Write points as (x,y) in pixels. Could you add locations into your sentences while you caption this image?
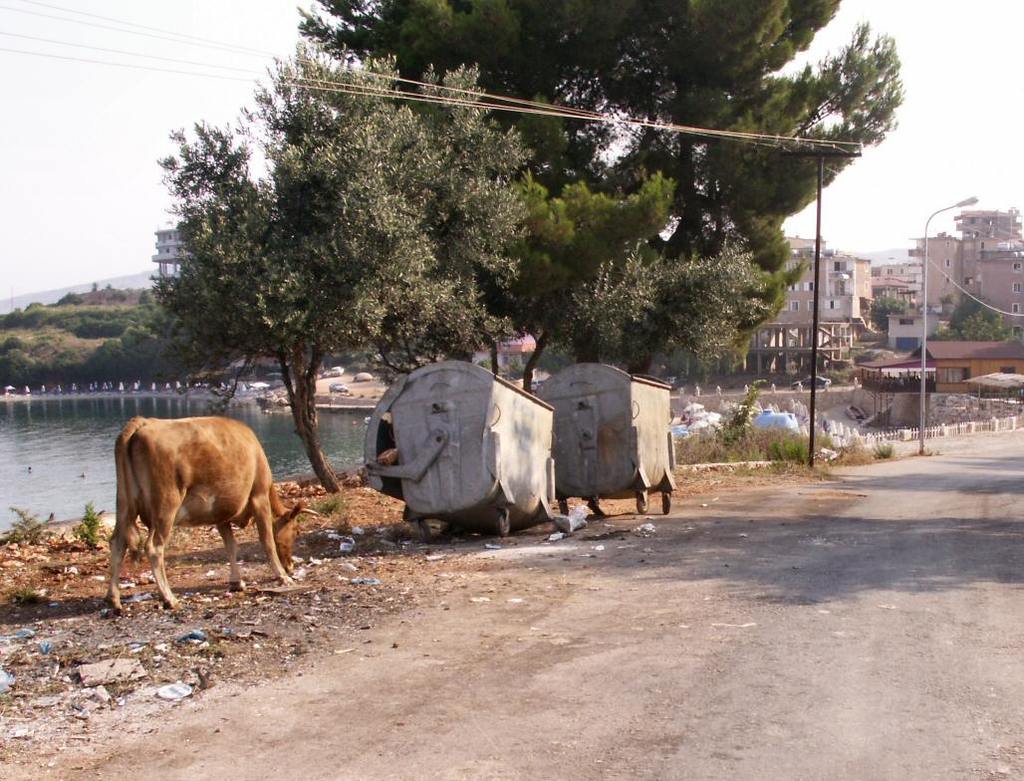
In this image there is a road (649,633), beside the road (898,501) there are dustbins (473,481), a cow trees (406,266), in the background (4,454) there is a pond (18,446), poles (923,303) and houses (966,277).
